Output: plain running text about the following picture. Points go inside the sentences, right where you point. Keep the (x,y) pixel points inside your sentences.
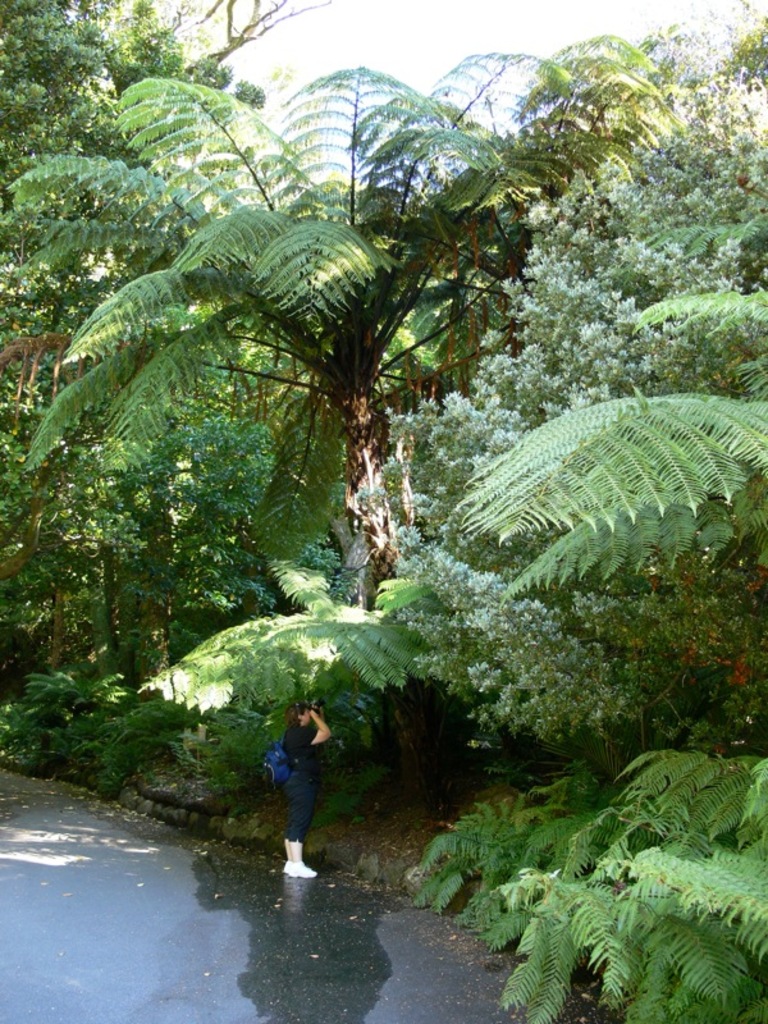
In this image in the center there is one person (314,781) standing and she is wearing a bag (268,756). In the background (221,740) there are some trees (497,189), at the bottom (158,943) there is walkway (219,929).
